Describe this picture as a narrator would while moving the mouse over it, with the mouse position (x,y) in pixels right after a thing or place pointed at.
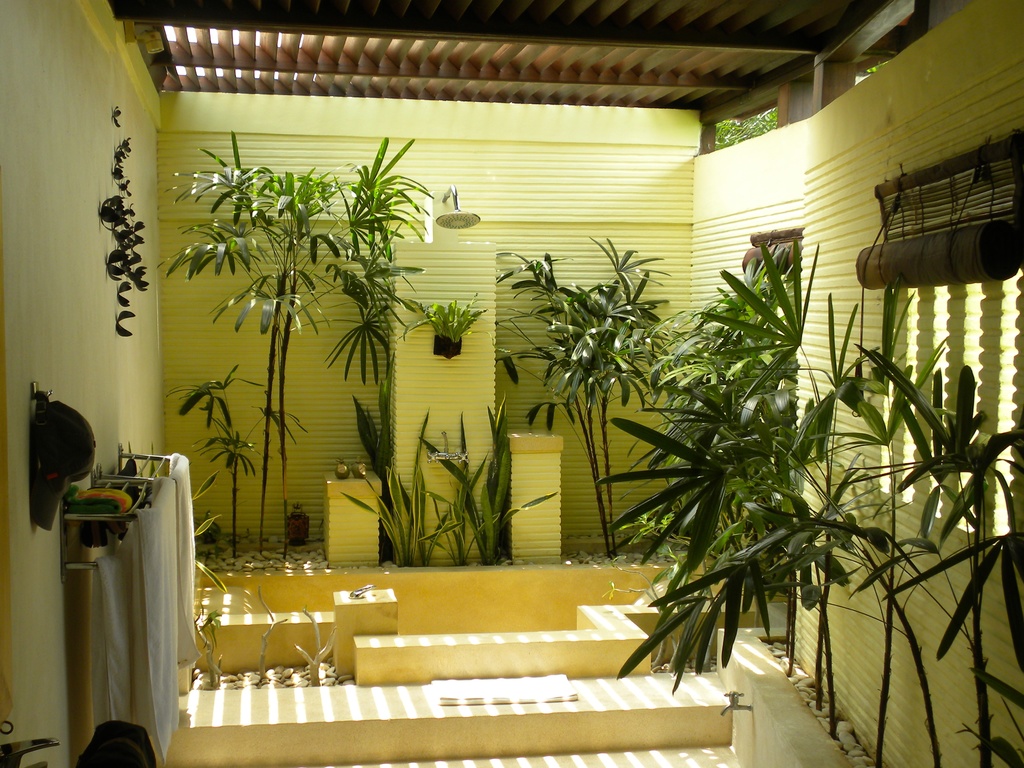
In this picture I can see the shower (455,217). I can see the curtains (957,257) on the right side (788,240). I can see the metal object (99,518) on the left side (116,518). I can see the cloth (158,538). I can see wooden roof (458,72). I can see the plants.
